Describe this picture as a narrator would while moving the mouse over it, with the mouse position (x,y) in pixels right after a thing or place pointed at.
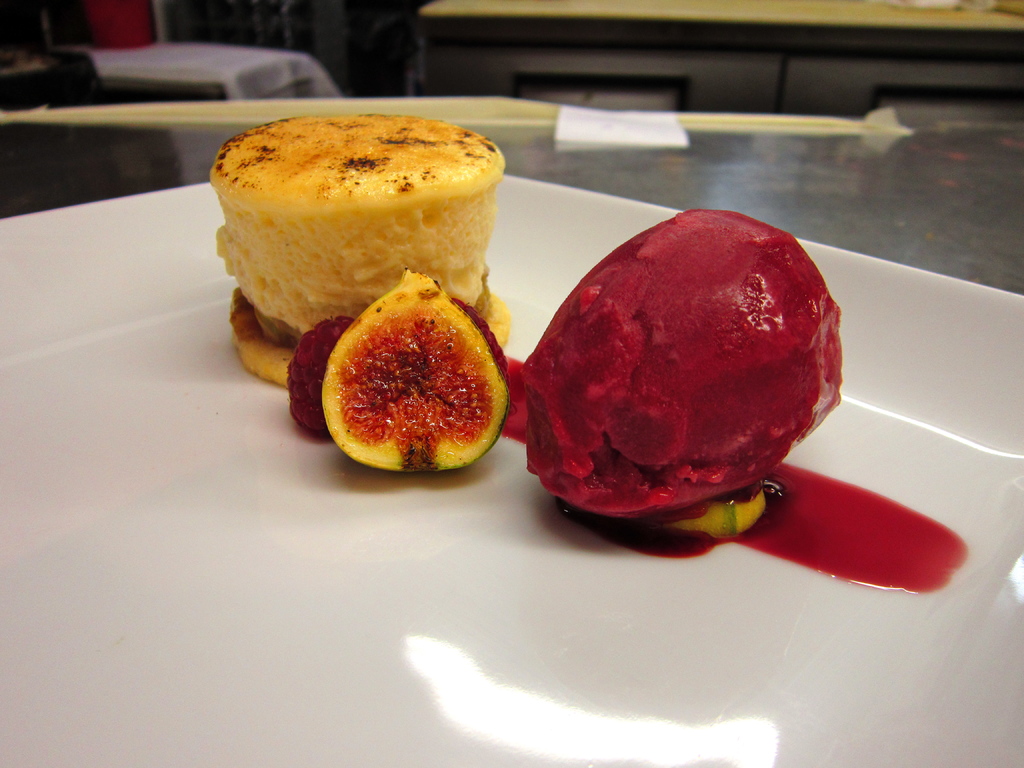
In this image we can see a food item (290,313) in a plate (510,457) with some fruits (696,520) and we can see the plate (919,413) placed on a surface (946,207).
